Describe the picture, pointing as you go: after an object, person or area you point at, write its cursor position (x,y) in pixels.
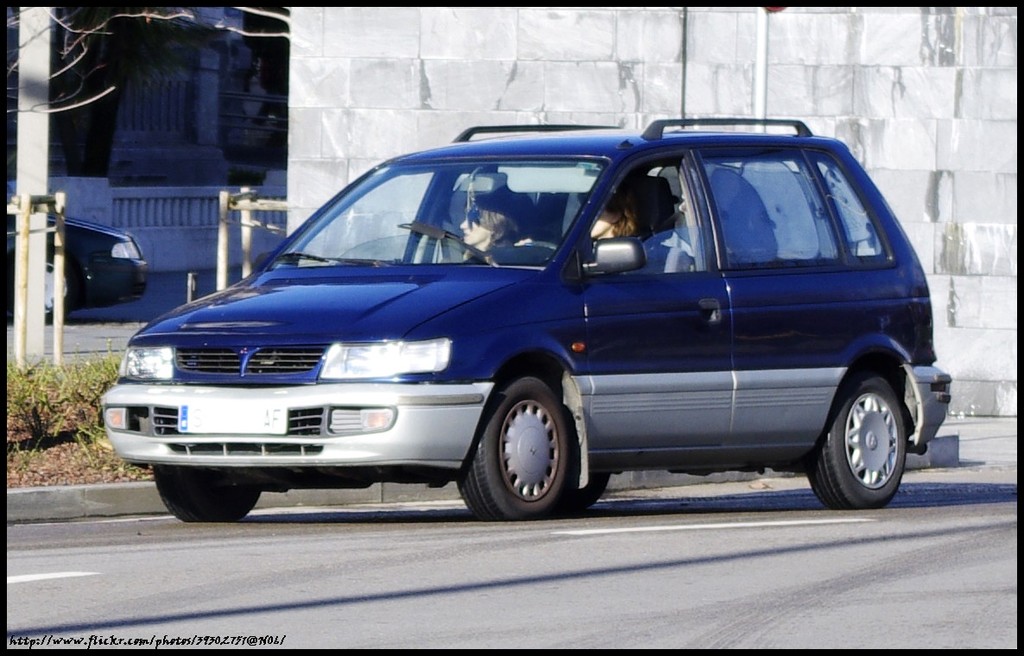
In this image we can see two persons (607,209) are riding in a car (466,423) on the road (351,625). In the background (355,82) we can see a vehicle (80,289), wall (324,117), railing (178,104), plants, branches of a tree (58,16), poles (25,48) and objects (147,155).
